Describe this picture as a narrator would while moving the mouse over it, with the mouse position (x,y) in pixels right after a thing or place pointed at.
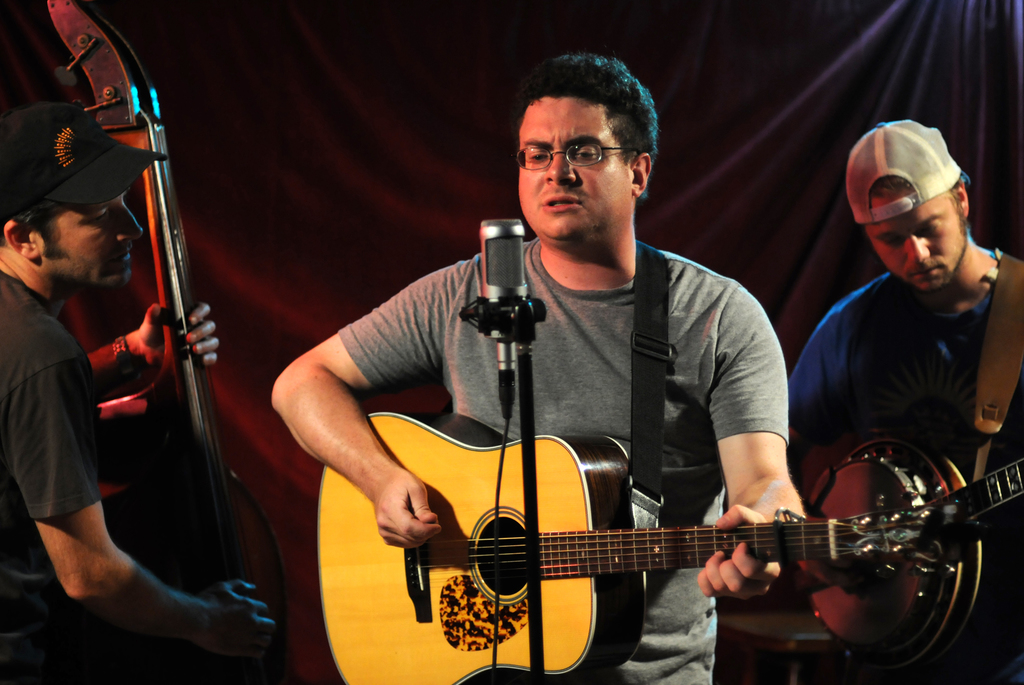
In this picture we can see three persons (7,136) who are playing musical instruments (365,506). This is mike (483,276). He has spectacles (614,146) and he wear a t-shirt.
